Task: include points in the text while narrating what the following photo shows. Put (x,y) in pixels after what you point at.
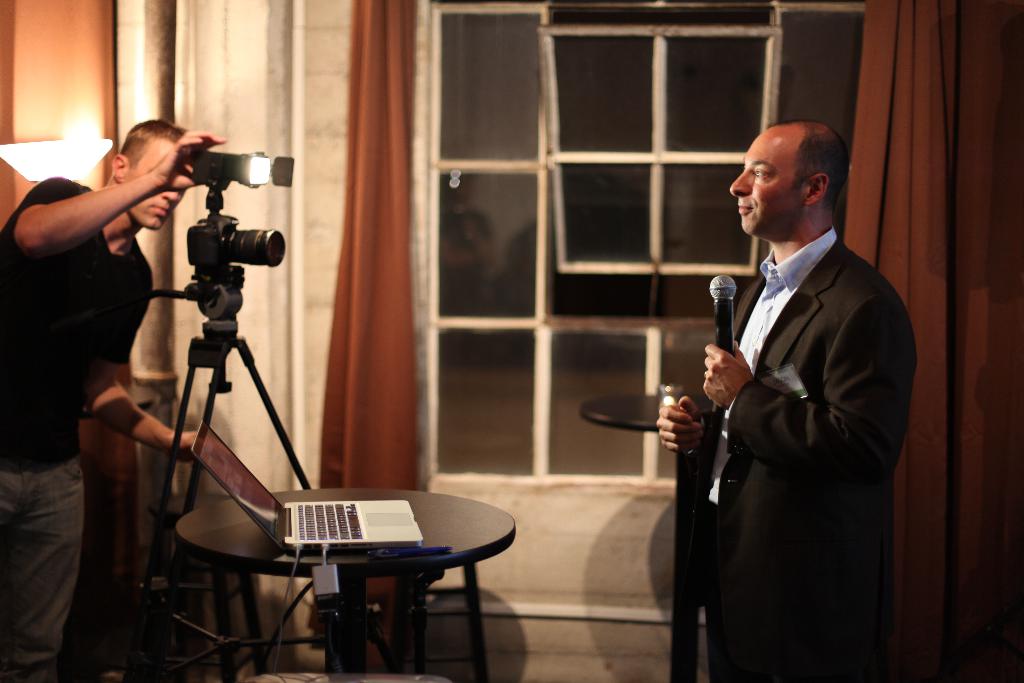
In this picture these two persons (36,367) are standing. This person (728,359) holding microphone (716,302). This person (45,390) holding camera (286,179). There is a camera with stand (186,370). This is table (355,497). On the table (466,514) we can see laptop (316,539). On the background (225,40) we can see window (613,87), wall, curtains (939,295). This is floor (524,662).
